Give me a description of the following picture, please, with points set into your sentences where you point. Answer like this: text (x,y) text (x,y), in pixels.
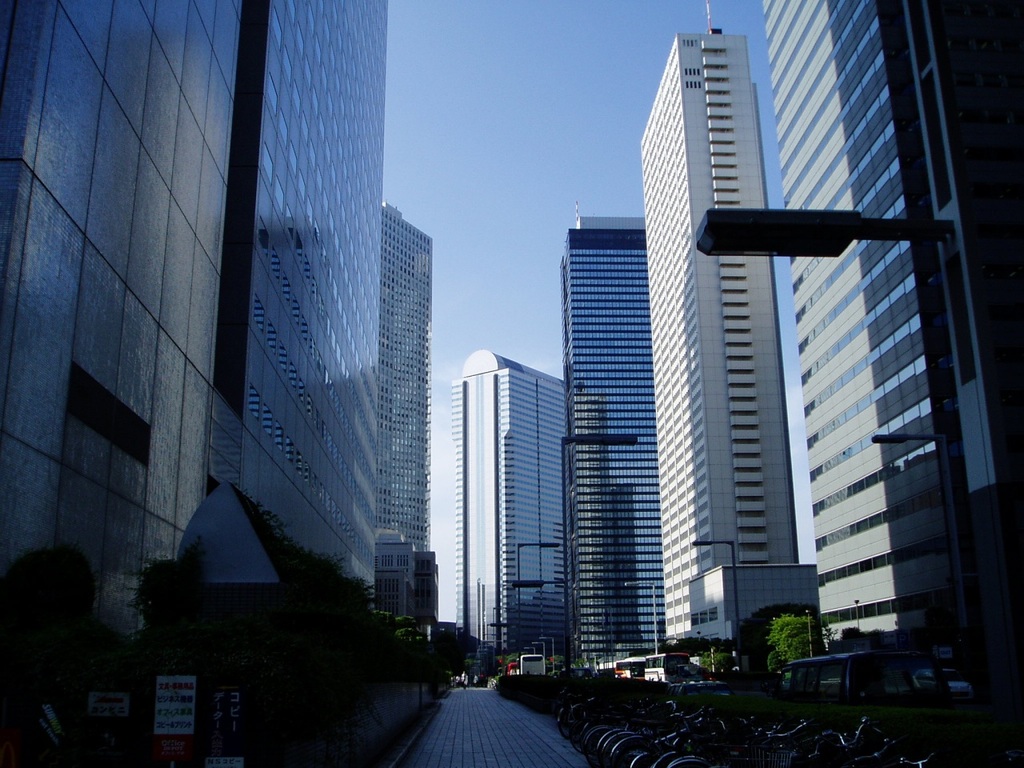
In this image, we can see buildings (512,417), trees (297,606), boards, poles (566,543), lights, some vehicles (929,691) on the road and there are bicycles (566,730). At the top (475,97), there is sky (428,142).
